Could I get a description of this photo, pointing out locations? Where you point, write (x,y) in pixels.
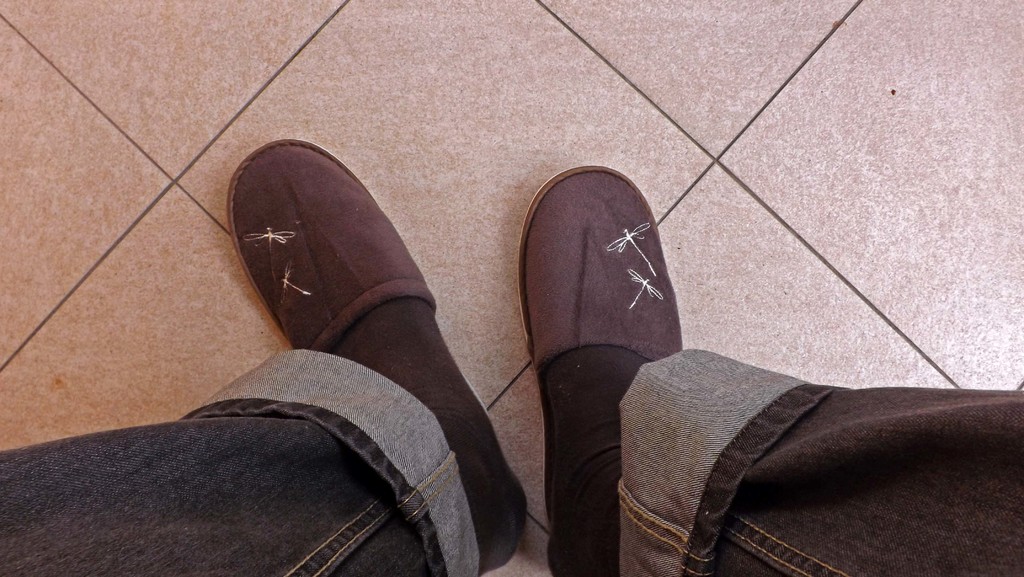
We can see person's legs (627,471) wore jeans (188,489), socks (357,345) and footwear (626,227) and we can see floor (405,211).
